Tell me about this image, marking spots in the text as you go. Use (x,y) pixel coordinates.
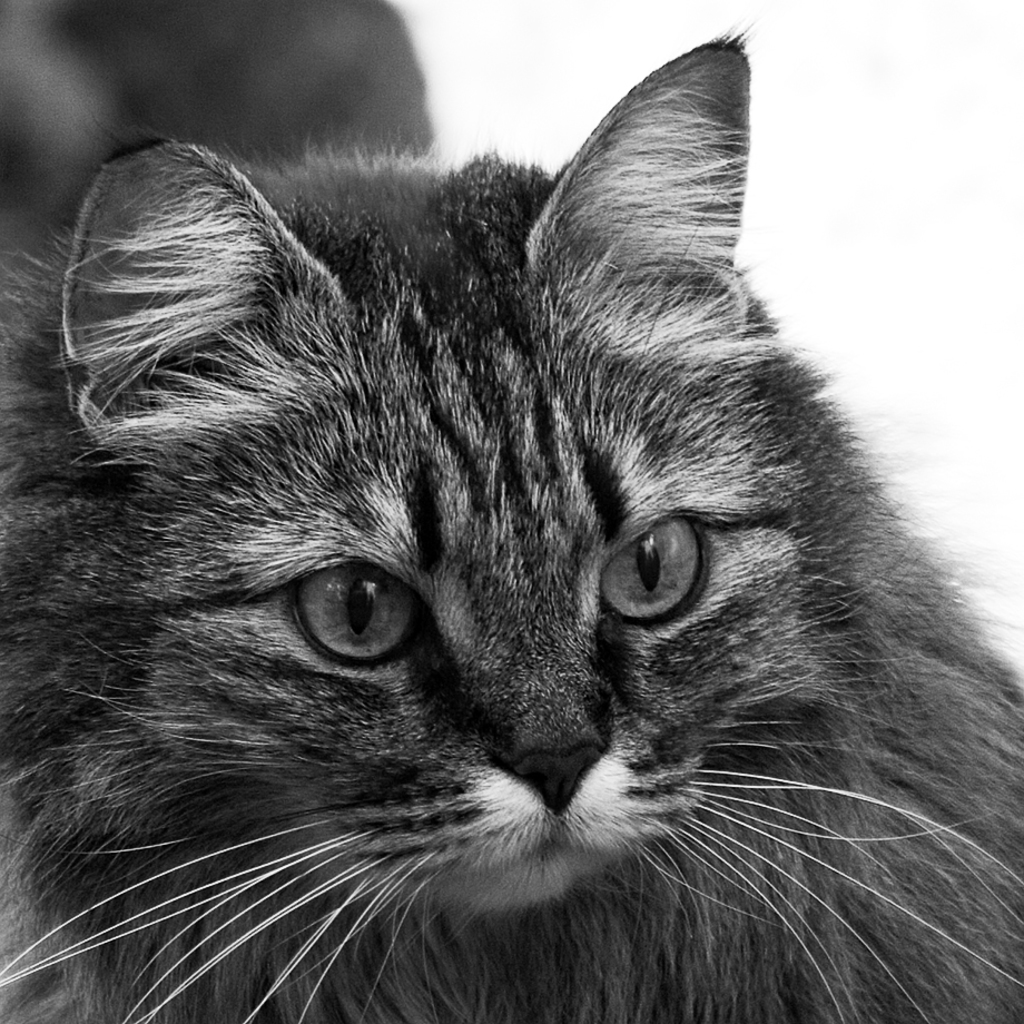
In the image we can see black and white picture of the cat (389,390) and the background (974,62) is blurred.
